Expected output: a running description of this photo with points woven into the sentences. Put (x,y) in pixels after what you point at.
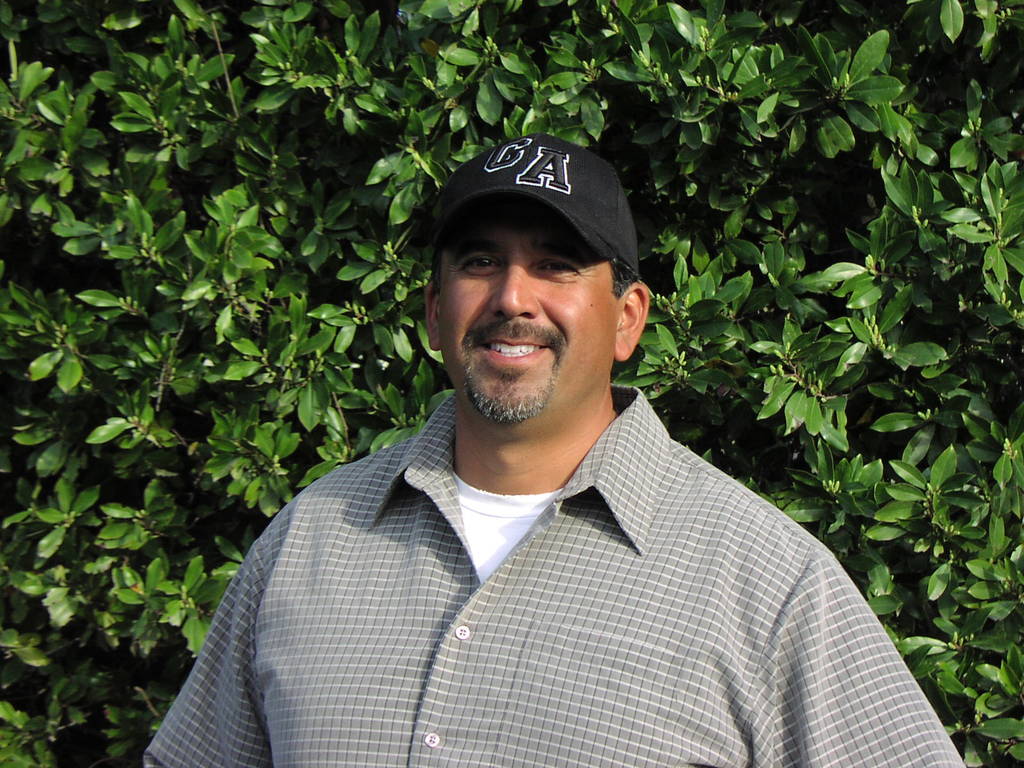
Here I can see a man (498,582) wearing a shirt (399,642), cap (484,222) on the head (484,247), smiling and giving pose for the picture. In the background (634,125), I can see the leaves (914,476).
